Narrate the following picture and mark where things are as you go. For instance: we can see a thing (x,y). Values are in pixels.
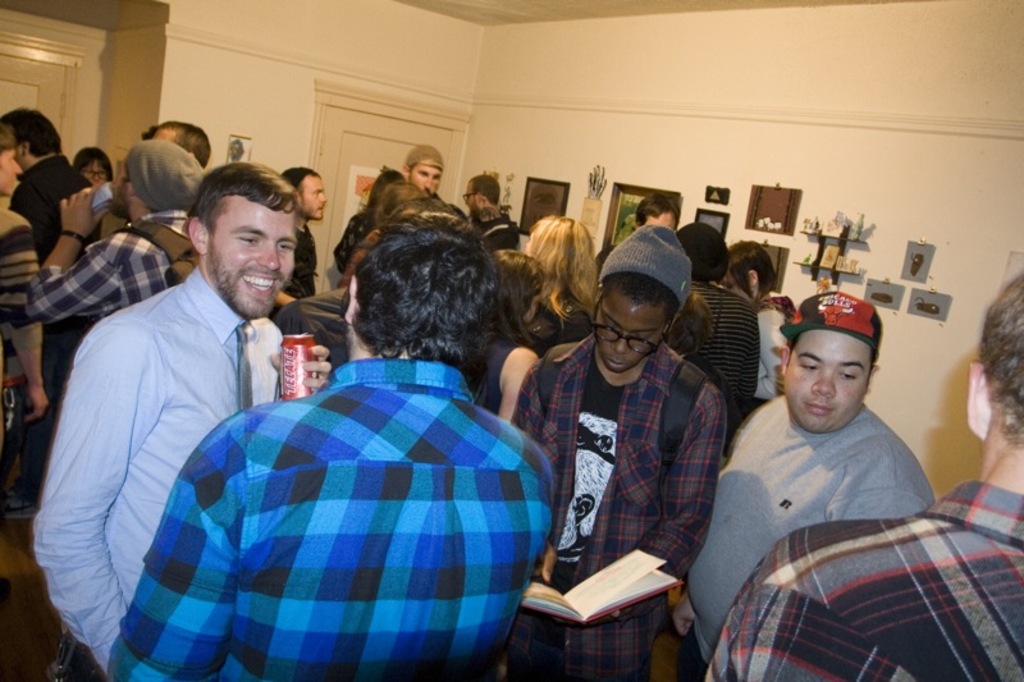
In this picture we can see some people (568,285) standing here, this man (590,388) is holding a book (601,575) and carrying a backpack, in the background (702,119) there is a wall (660,105), we can see some photo frames (711,214) on the wall (692,209), there is a door (375,144) here, this man (316,386) is holding a tin (287,372).
